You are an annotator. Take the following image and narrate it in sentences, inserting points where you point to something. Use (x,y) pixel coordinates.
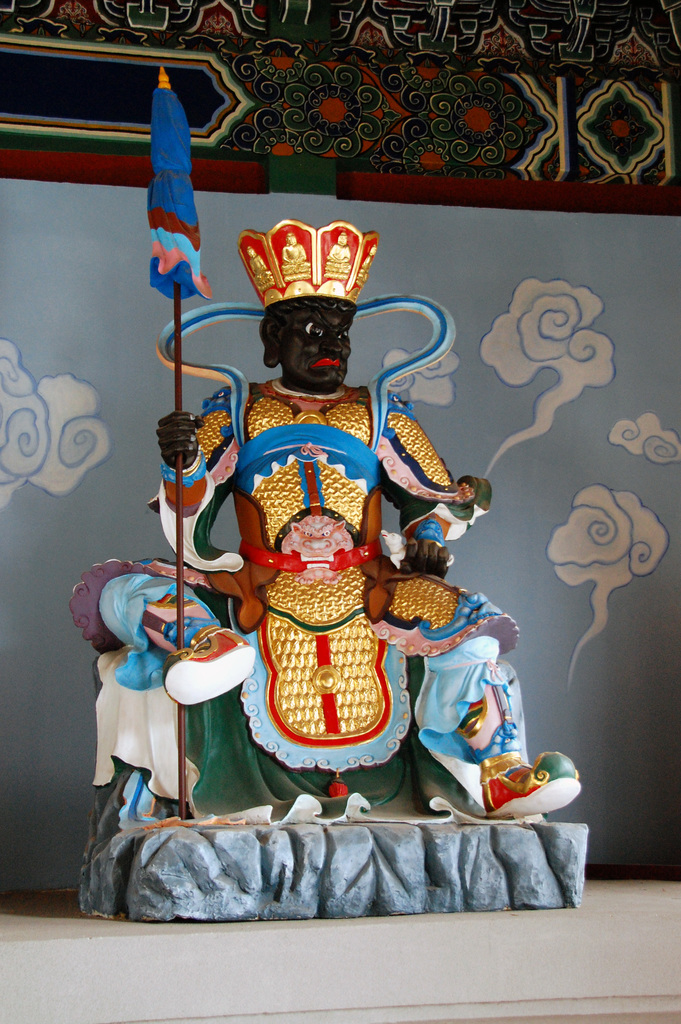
Here in this picture, in the middle (373,527) we can see a statue (260,462) present over a place and behind that we can see a wall (120,515) present.
